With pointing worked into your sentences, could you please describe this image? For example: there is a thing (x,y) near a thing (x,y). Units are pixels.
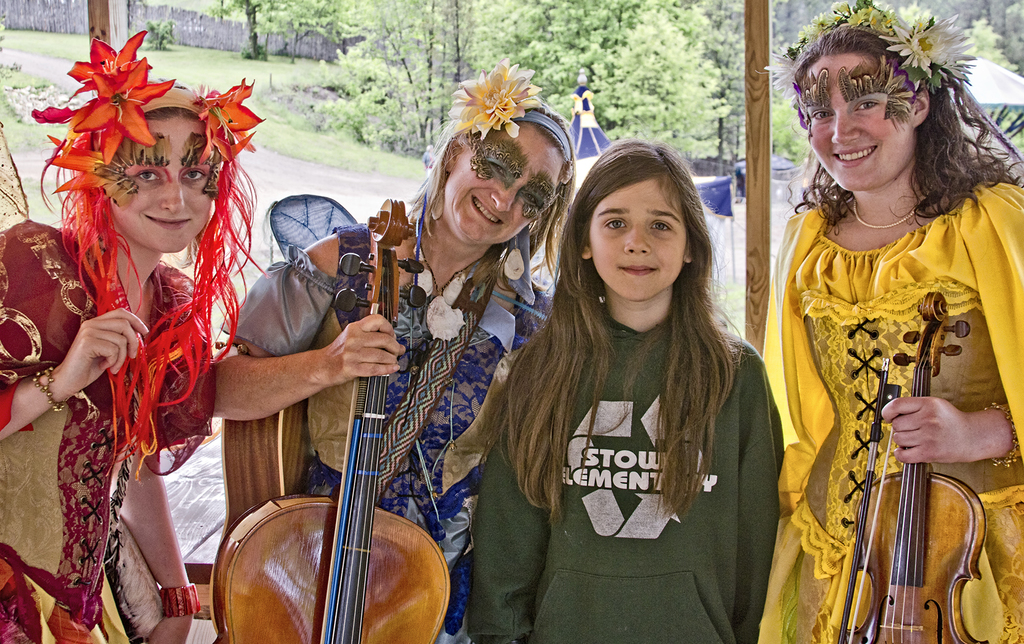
In this image we can see a four people (184,598) standing. Two of them are holding a cello (368,508) and a violin (888,514) in their hand (928,451) and they are all smiling. In the background (740,75) we can see trees (540,77).
